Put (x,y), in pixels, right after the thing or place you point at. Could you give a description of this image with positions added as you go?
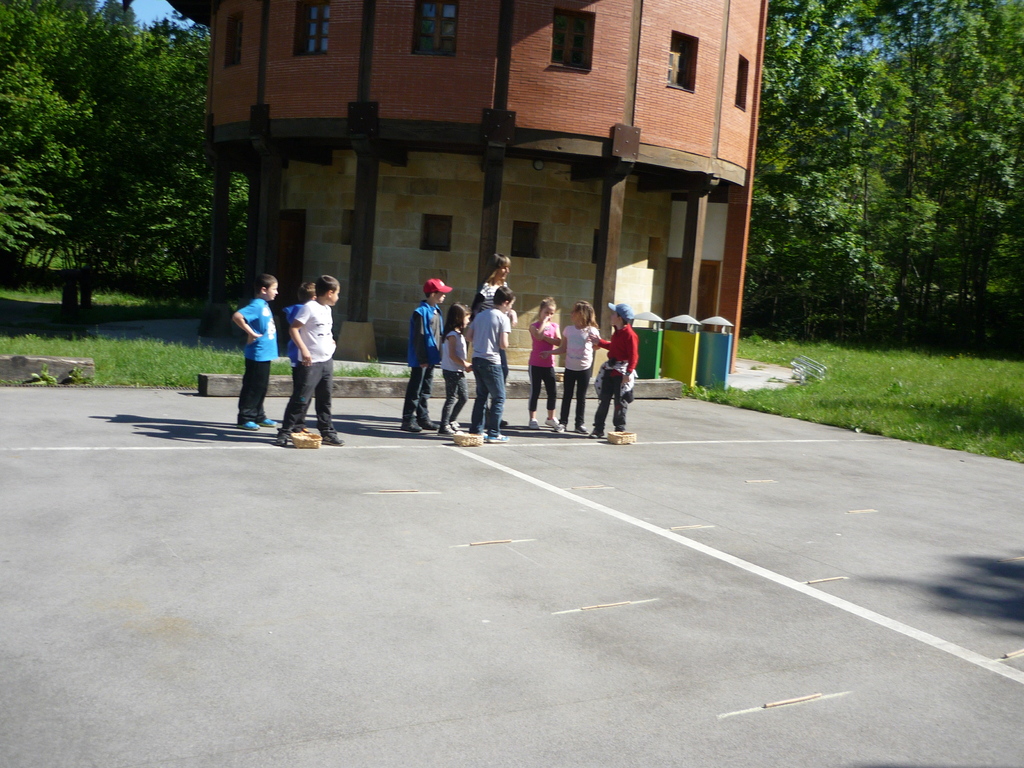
In this image I can see few people (481,374) with different color dresses (475,376). I can see two people (440,326) are wearing the caps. In the background (401,358) I can see the building (403,179) with windows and the dustbins (722,369). In the background (17,94) I can see many trees (54,95) and the blue sky (135,13).
